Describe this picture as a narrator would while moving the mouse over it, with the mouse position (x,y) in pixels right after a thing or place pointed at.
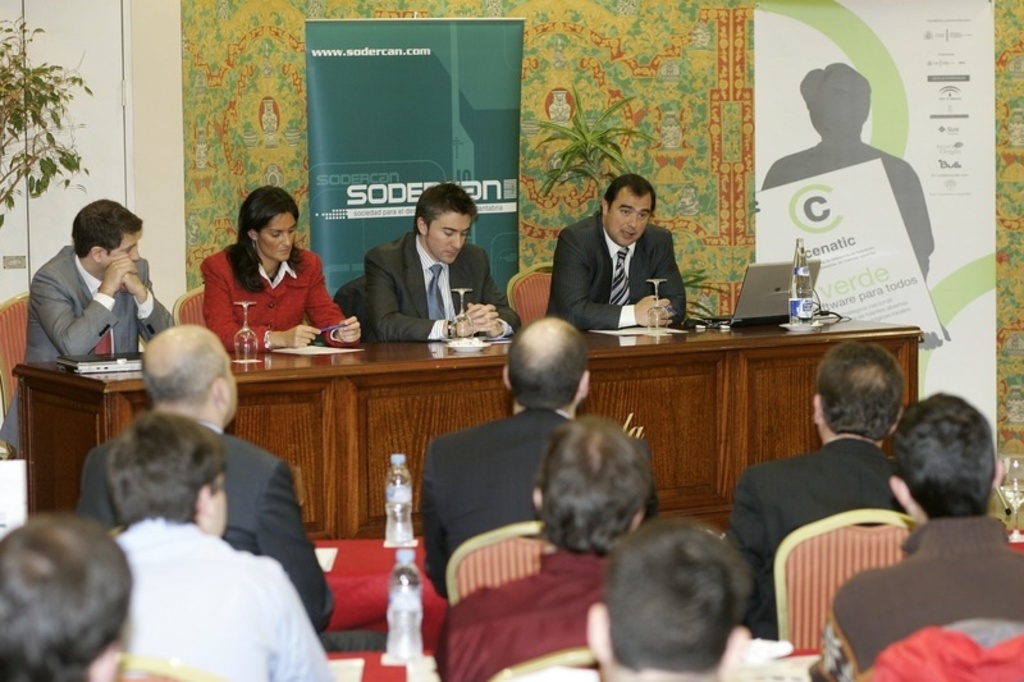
In this picture we can see a group of people (984,416) sitting on chairs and in front of them on the table (644,395) we can see bottle (795,275), glasses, laptop (781,275) and in the background (707,288) we can see banners (315,59), plant (80,86).
